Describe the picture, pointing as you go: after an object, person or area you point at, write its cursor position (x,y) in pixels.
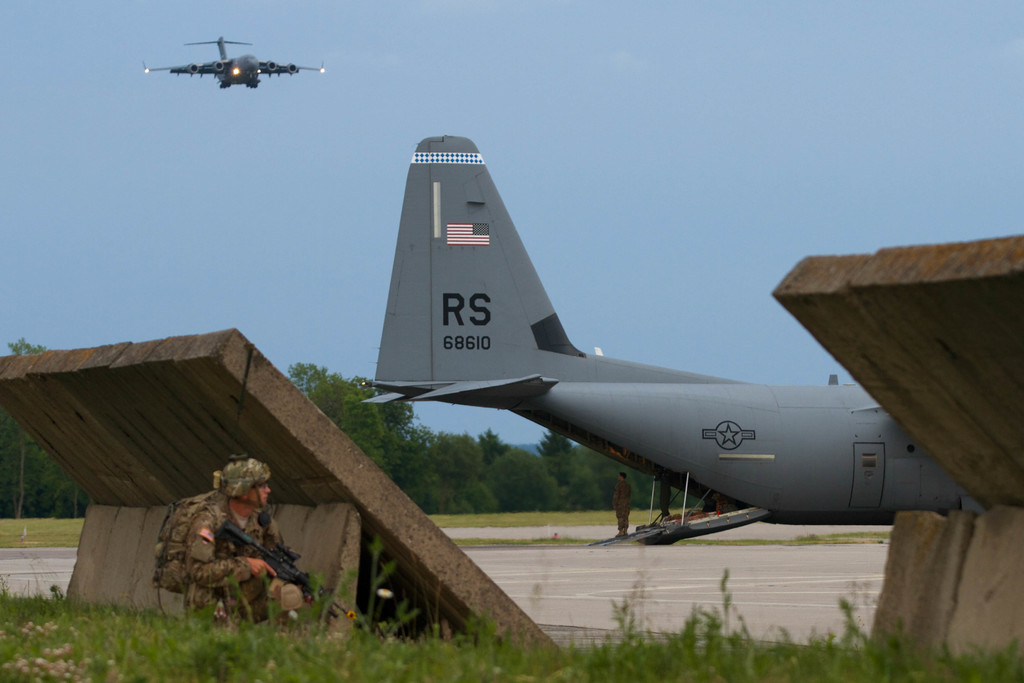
In this picture I can see a person (265,524) with a rifle (238,532), there is grass (423,682), there are ramps (962,631), a person (624,493) standing, an airplane (690,526) on the runway (653,563), there are trees (391,476), and in the background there is an airplane (274,68) flying in the sky (286,108).
